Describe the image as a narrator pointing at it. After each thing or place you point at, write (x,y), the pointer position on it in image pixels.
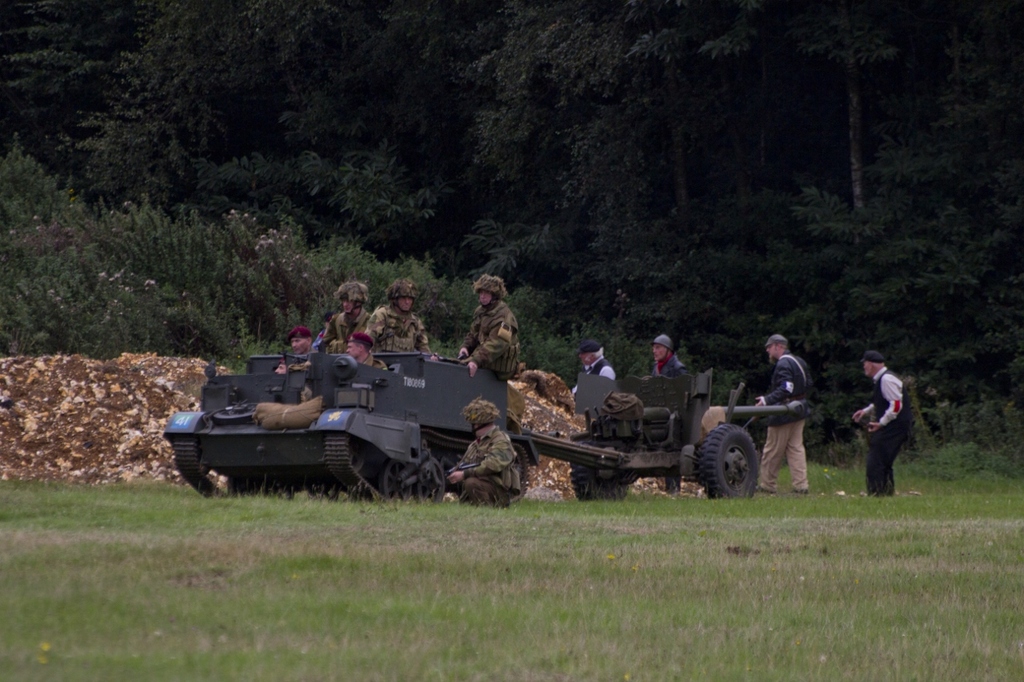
In the foreground of the picture (523,544) there is grass (779,633). In the center of the picture (376,433) there is a army tank (366,392) and many soldiers (472,352). In the center of the picture (519,388) there is soil (70,392) and there are few people (786,388) walking behind it. In the background (402,75) there are trees (782,140).
